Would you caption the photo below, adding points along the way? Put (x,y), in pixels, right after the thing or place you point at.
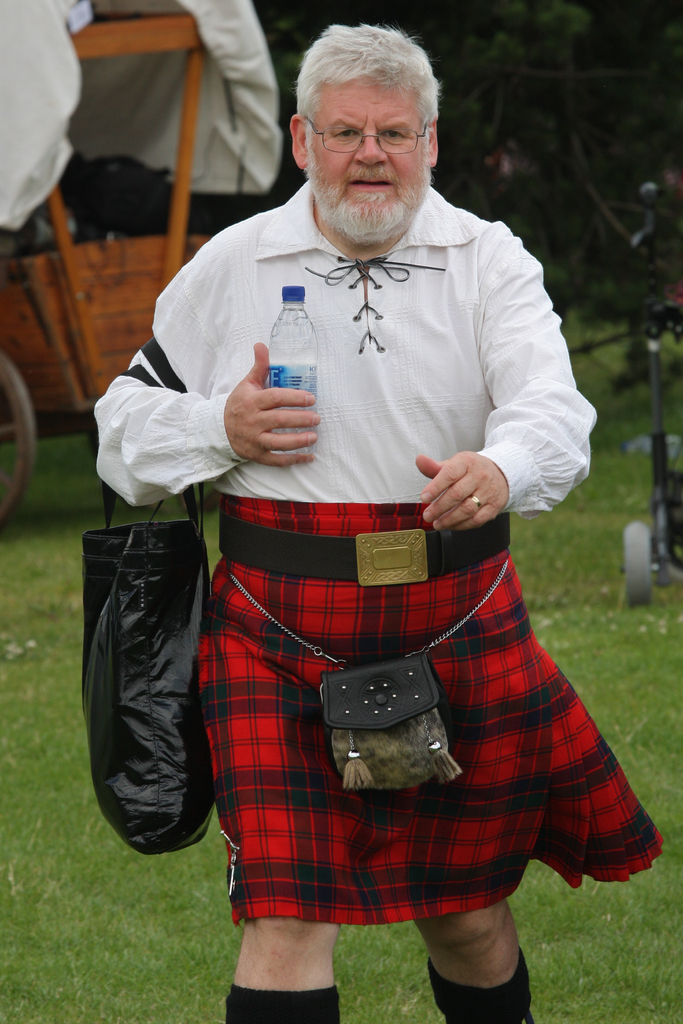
In this image there is a person (328,361) wearing a bag (189,532) and holding a bottle (297,370) in his hand (235,408), behind him it seems like a trolley (638,525) and a cart (101,379). In the background (486,102) there are trees (548,219). At the bottom of the image (158,956) there are grass (383,961).
